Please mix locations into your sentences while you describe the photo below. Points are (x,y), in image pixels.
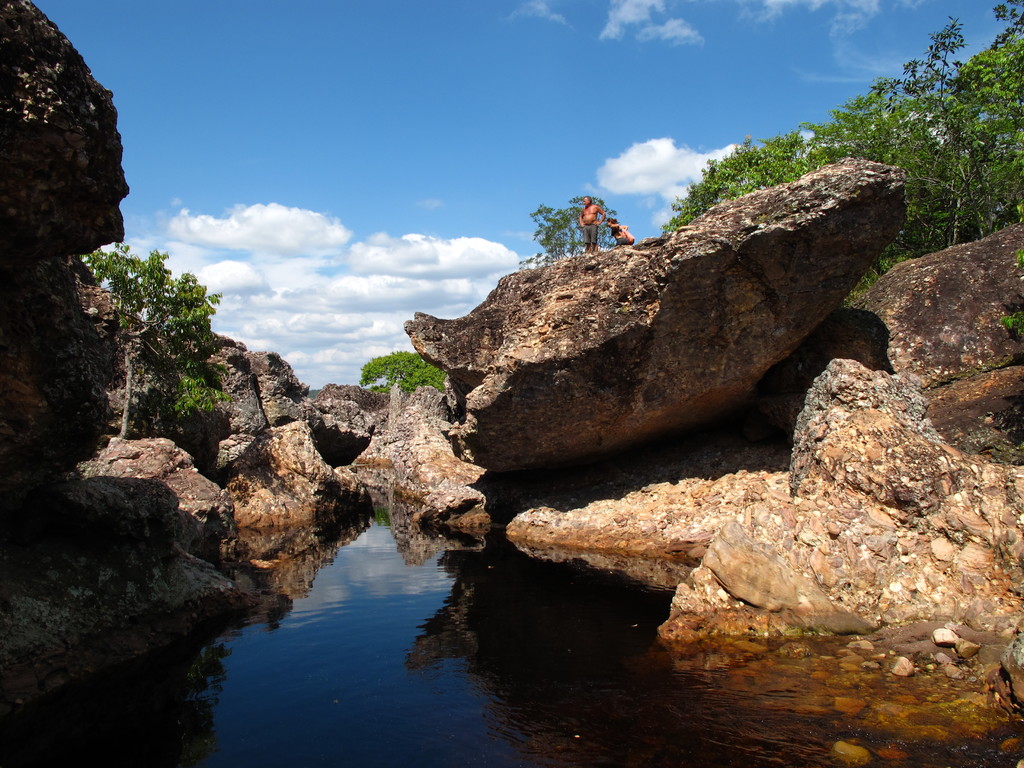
In this picture I can see two persons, there is water (506,625), there are rocks (542,302), there are trees (554,250), and in the background (525,150) there is the sky (425,165).
